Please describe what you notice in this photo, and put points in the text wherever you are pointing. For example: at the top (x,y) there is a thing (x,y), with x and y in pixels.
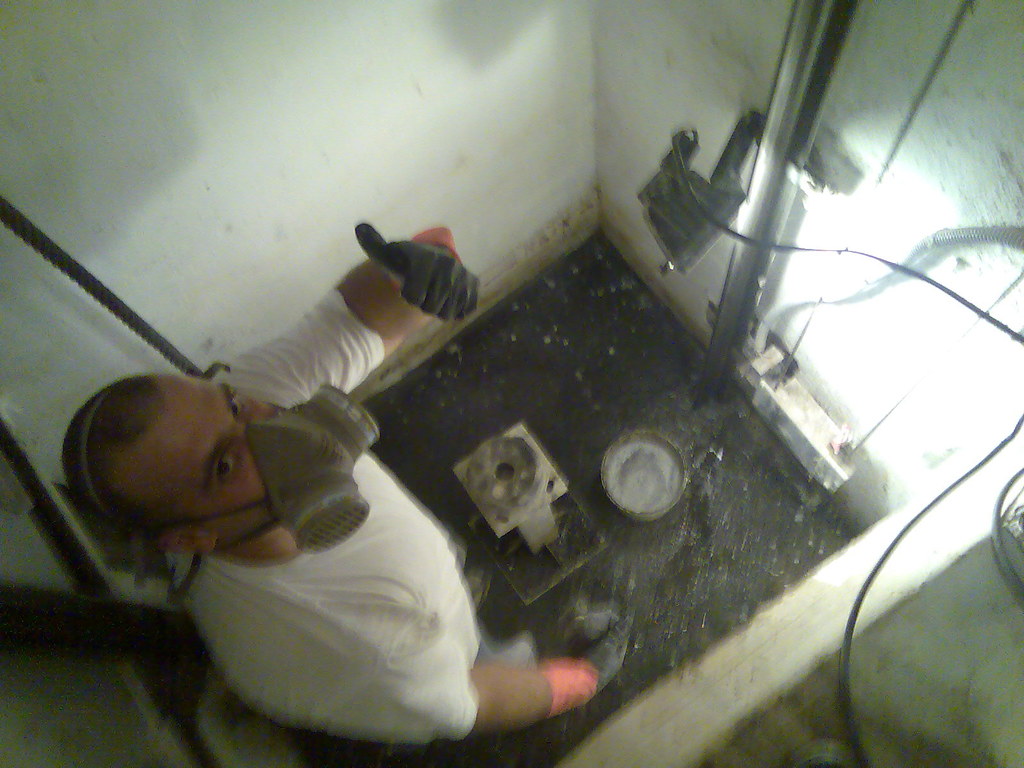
In this image I can see person (327,485) is wearing mask (317,434) and white shirt (368,601). He is standing. In front I can see a bucket (646,460), metal rod (822,22) and wires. The wall (213,116) is in white color.
